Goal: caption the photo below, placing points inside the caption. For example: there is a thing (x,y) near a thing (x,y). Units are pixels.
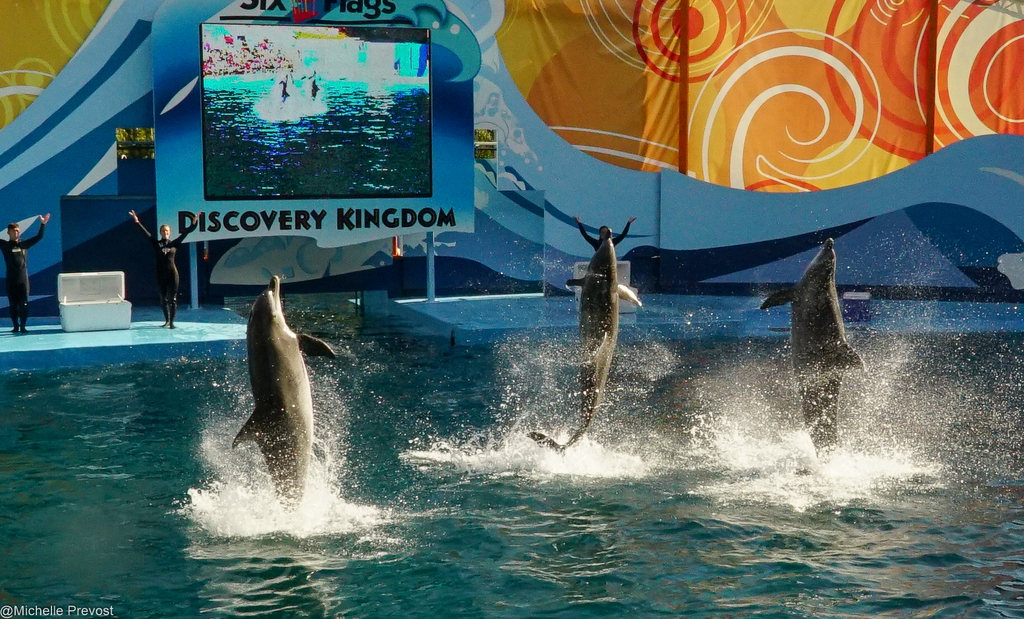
In the image we can see there are three dolphins (590,292) and people (18,251) standing wearing clothes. Here we can see water (519,467), poster (324,227), screen (322,128), text (342,214) and the poster (25,41). On the bottom left (74,610) we can see the watermark (47,608).
